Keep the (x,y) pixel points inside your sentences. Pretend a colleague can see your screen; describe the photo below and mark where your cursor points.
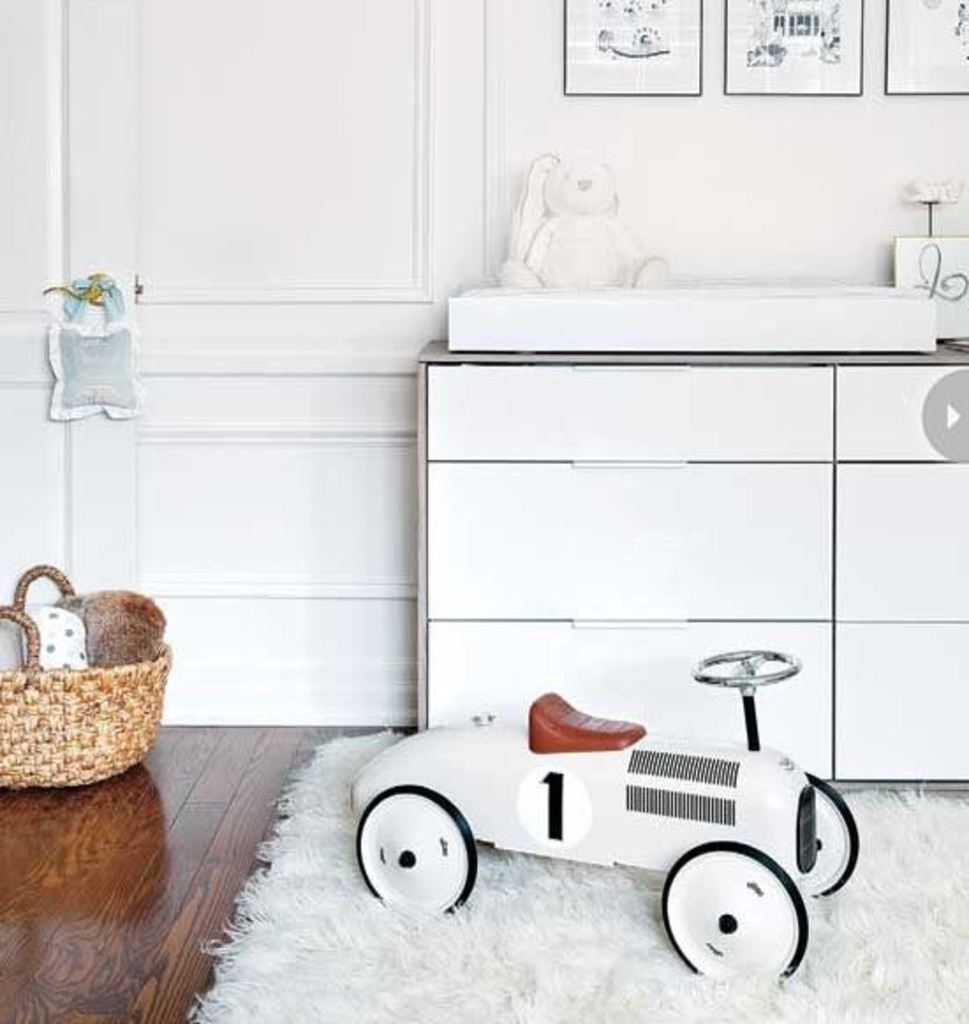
In this image in the front (387,896) there is mat (425,951) on the floor (222,921) and on the mat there is a toy vehicle (657,794). On the left side (94,710) there is a basket (89,677) on the floor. In the background (346,243) there is a wall (725,211) and on the wall (716,110) there are frames (724,60) and in front of the wall (691,200) there is a table (707,366), on a table (688,364) there is a toy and there are objects (919,275) which are white in colour and there is a door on the left side of the table (680,381) and on the handle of the door (31,328) there is an object (66,344) hanging which is white in colour.
